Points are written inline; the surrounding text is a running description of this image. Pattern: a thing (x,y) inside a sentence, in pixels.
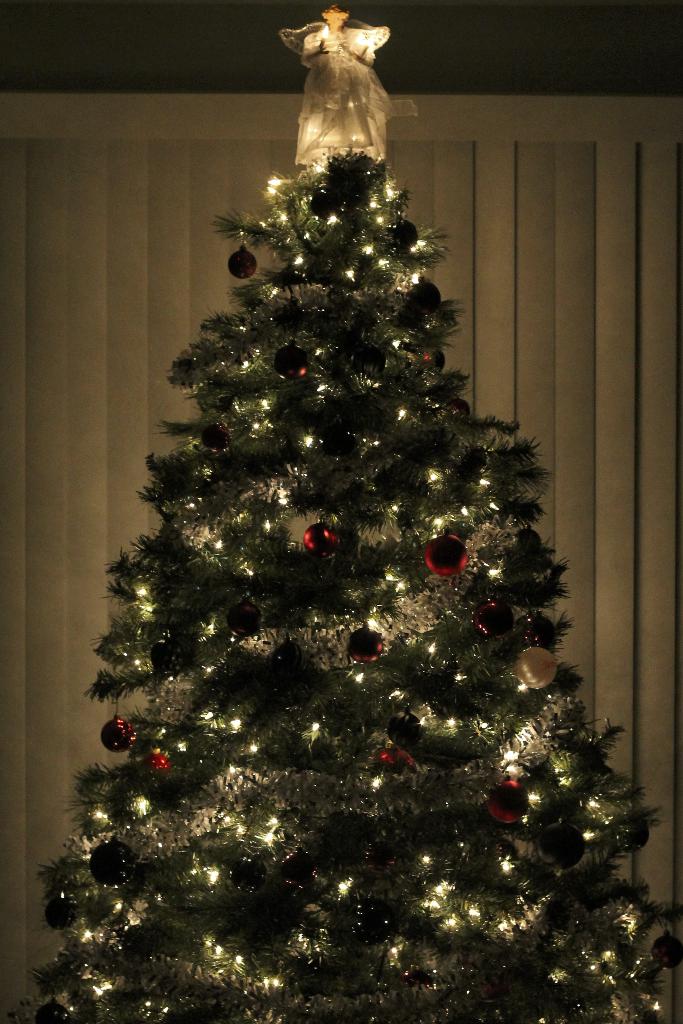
In this image we can see an xmas tree (261,840) decorated with lights (101,813) and balls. In the background (481,374) there is a wall (275,56).
